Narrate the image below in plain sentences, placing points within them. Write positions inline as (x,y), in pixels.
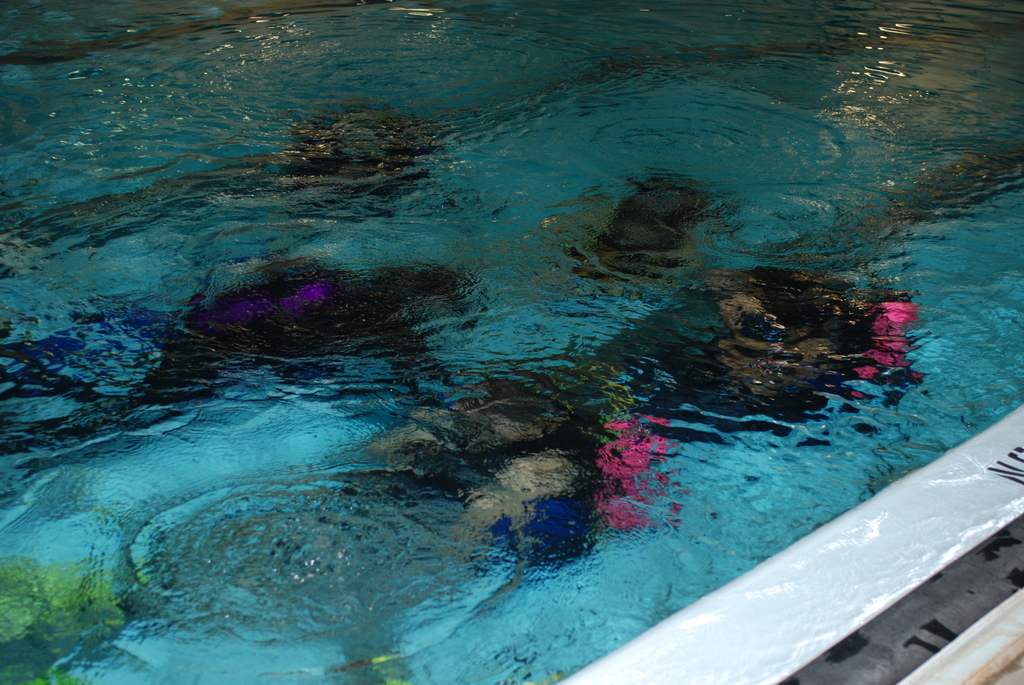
In this image I can see the water (689,360). In the water (381,275) I can see few persons (736,328) and they are wearing black color dresses (588,445).
